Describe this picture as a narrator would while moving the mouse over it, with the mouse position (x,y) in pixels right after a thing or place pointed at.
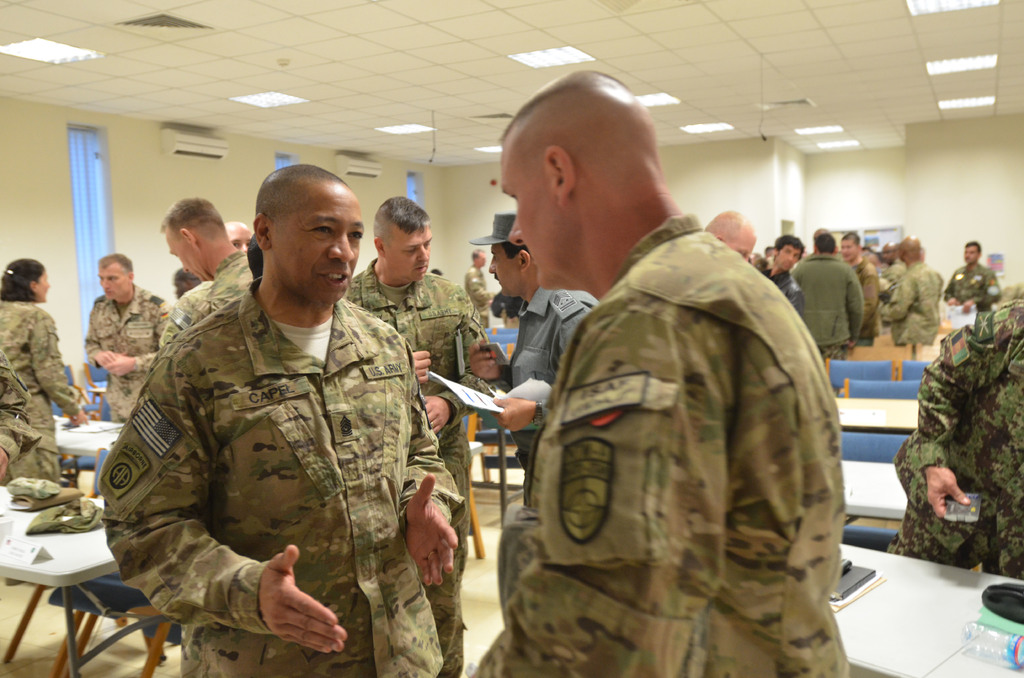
In this image in the foreground (297,342) there are two men (291,311) who are standing and talking with each other, and in the background (974,290) there are a group of people (919,290) who are standing. And some of them are holding some papers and talking, and also there are some tables (100,503), chairs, caps (85,523), mobiles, books (840,608), bottles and some other objects (1000,617) on the tables (855,625). And in the background (80,152) there are air conditioners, windows (101,187) and some boards (886,231) on the wall (958,207). At the top (245,68) there is ceiling (720,30) and lights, at the bottom (58,650) there is floor (468,545).
